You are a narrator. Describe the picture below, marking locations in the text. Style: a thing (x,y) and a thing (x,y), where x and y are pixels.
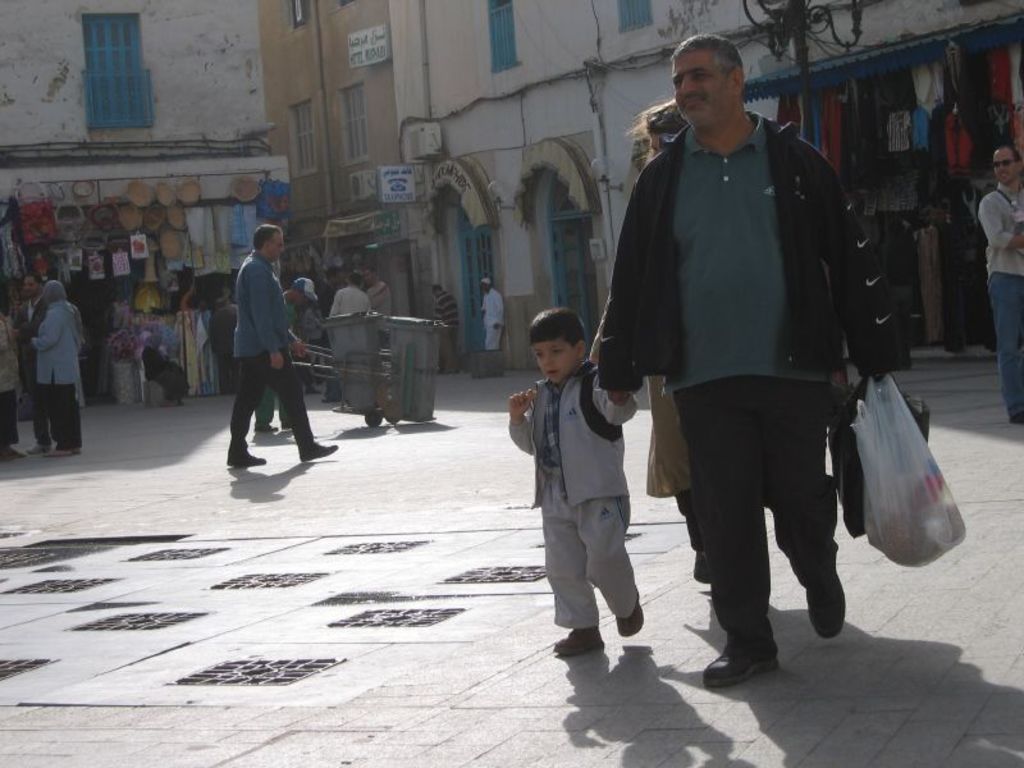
In this image we can see group of persons (765,262) standing on the ground (329,383). One person (731,339) is holding a bag (874,475) with his hand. On the left side of the image (194,189) we can see a group of bowls (179,235), boards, baskets (152,225) placed in front of a building (202,165) with windows (143,85). On the right side of the image (966,186) we can see group of clothes (958,131) placed under a shed (991,39). In the background (645,49), we can see a building (549,21) with windows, board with some text (405,190) and two trash bins (361,339) on the ground (217,480).
